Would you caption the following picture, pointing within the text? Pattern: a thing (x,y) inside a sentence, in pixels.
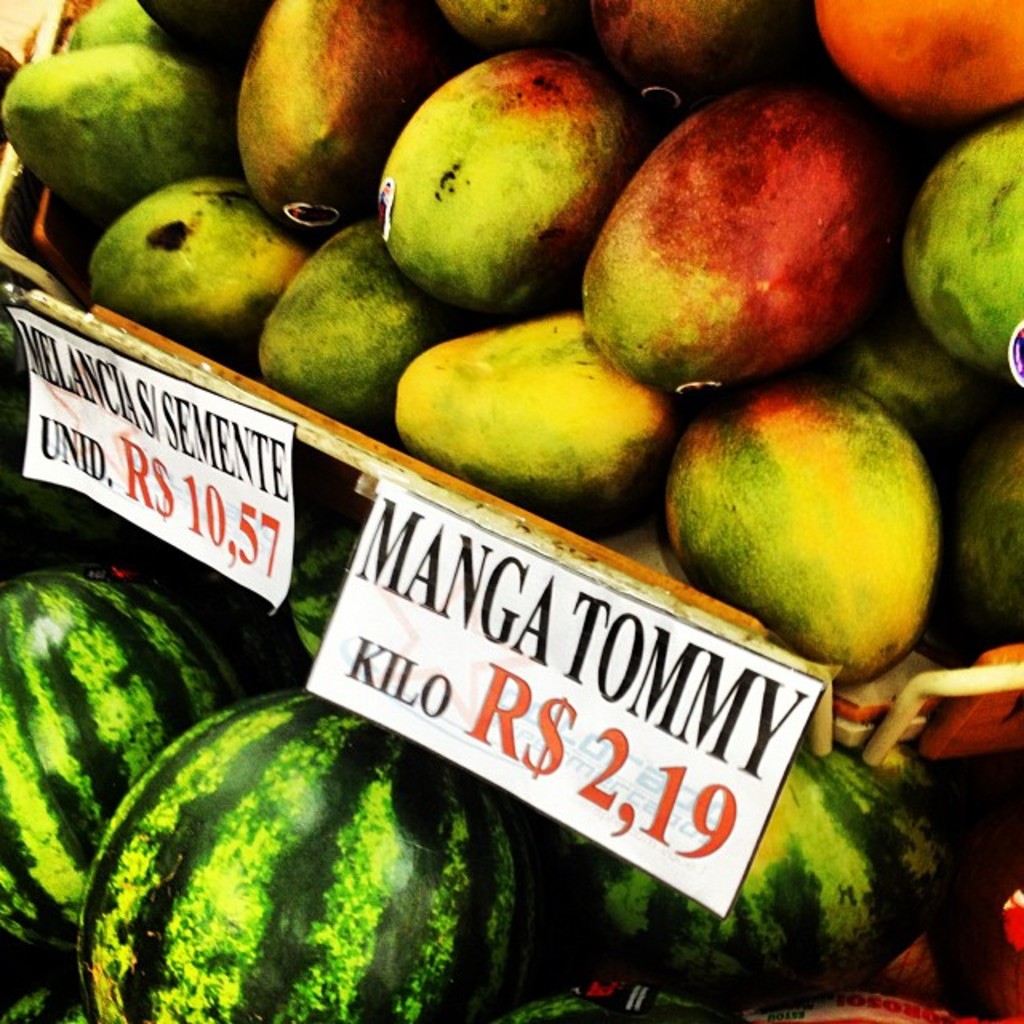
In the image we can see the fruits (183,694) kept on the shelf (30,223). Here we can see the tag (463,645) and we can see the stickers (383,191) stick to the fruits (407,230).
